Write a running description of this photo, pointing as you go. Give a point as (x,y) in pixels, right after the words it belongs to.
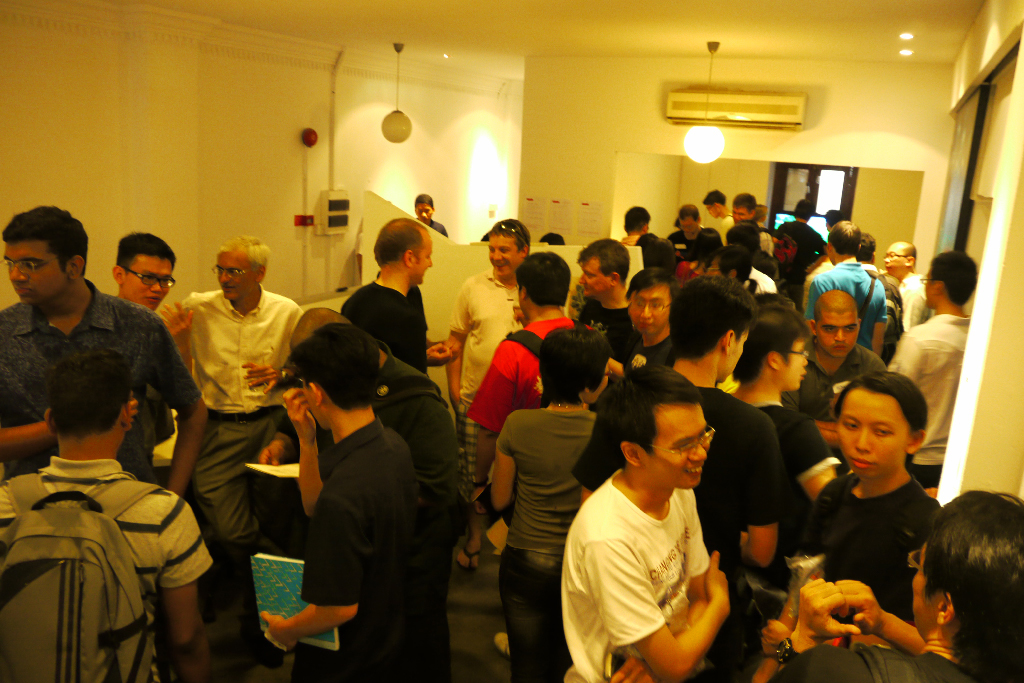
In this image we can see people (779,515). In the background (734,136) there is a wall (670,150) and we can see lights (690,133). We can see a window (781,192).
